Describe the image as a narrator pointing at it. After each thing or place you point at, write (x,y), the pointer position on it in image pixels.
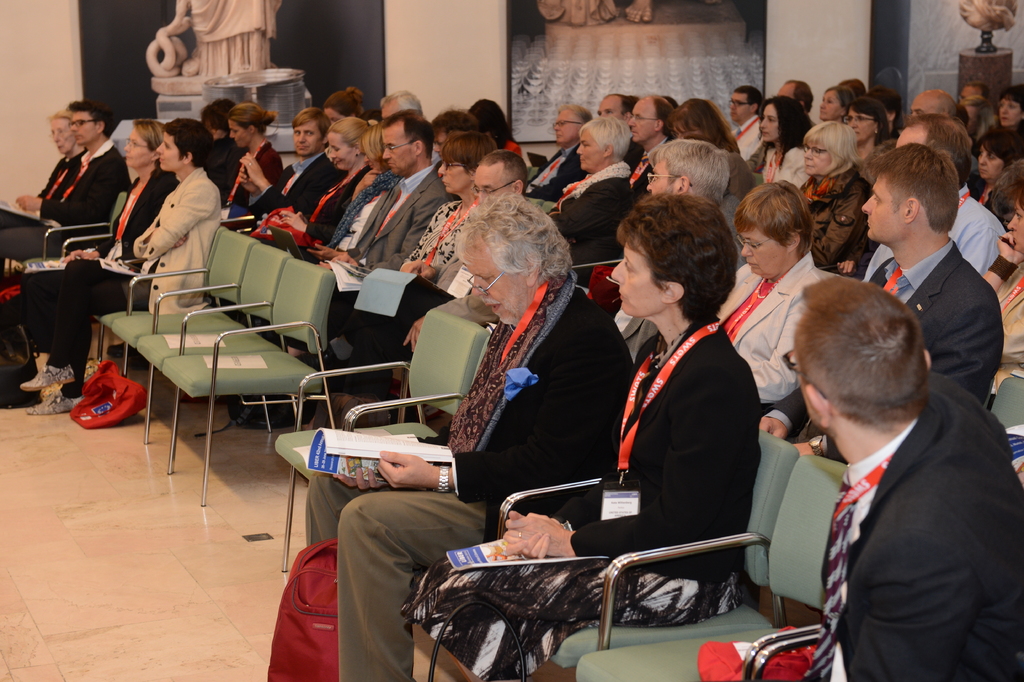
Right side (690,486) a woman (652,507) is sitting on the chair (707,540), she wore black color coat (719,433), beside her an old man (355,498) is looking into the book (386,443) and few other people (745,230) are also sitting on the chairs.
